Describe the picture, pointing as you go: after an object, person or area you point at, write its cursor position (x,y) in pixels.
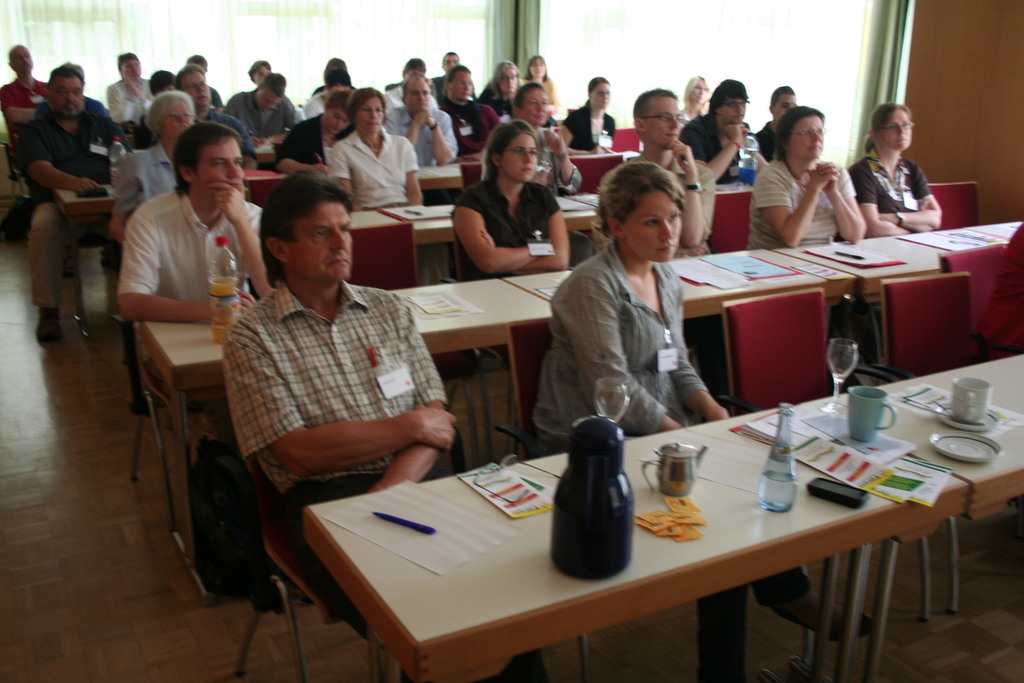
As we can see in the image there are few people (117,117) sitting on chairs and in front of them there are tables (431,635). On table (532,561) there is a mug (879,407), bottle (780,463), cup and newspaper (877,480).
